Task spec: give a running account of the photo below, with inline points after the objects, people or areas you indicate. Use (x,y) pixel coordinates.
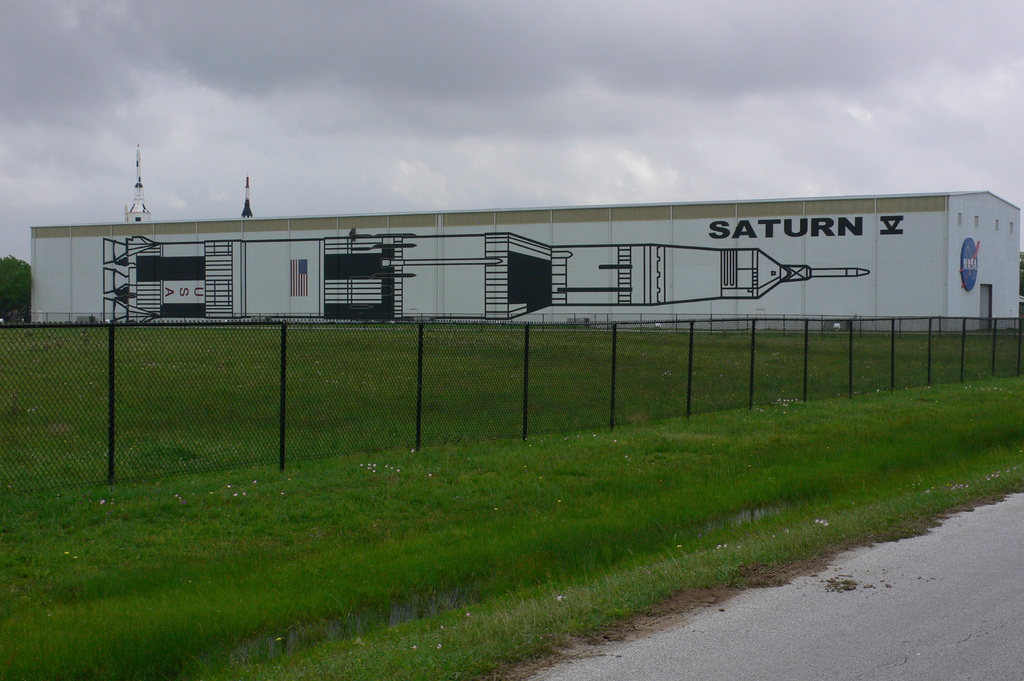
In this image in front (862,601) there is a road (847,615). At the center of the image (413,346) there is a metal fence (732,401). At the bottom of the image (360,527) there is grass (465,492) on the surface (653,489). In the background of the image (575,282) there are buildings (753,271), trees (12,265) and sky (362,104).
